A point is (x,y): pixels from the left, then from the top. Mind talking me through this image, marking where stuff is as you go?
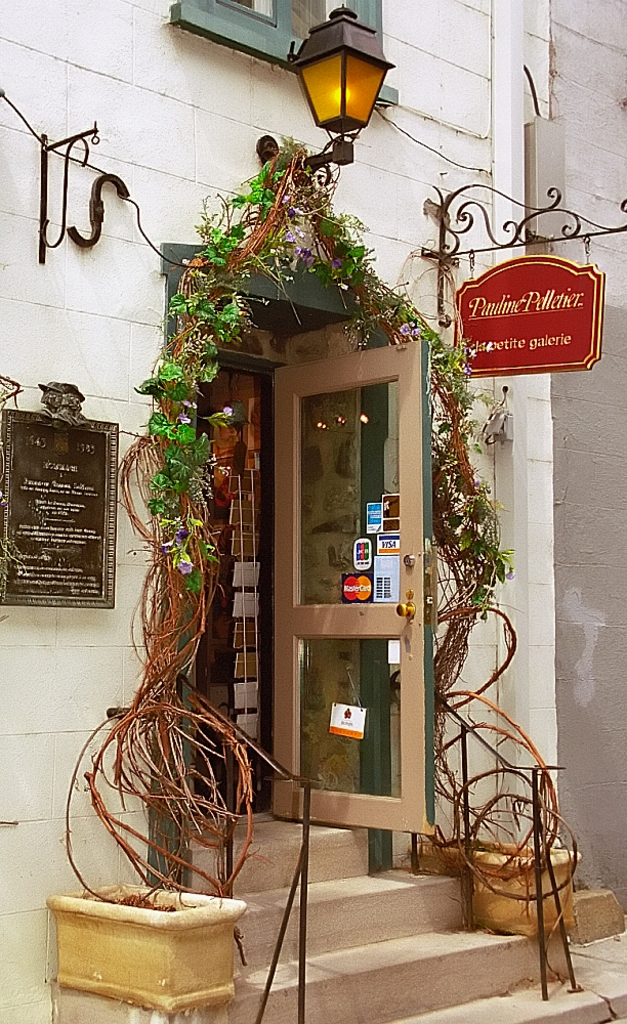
In this image we can see the entrance door (281,597), creeper (215,280) running round it, street light (302,84), name boards (570,334) and a window (266,27).
